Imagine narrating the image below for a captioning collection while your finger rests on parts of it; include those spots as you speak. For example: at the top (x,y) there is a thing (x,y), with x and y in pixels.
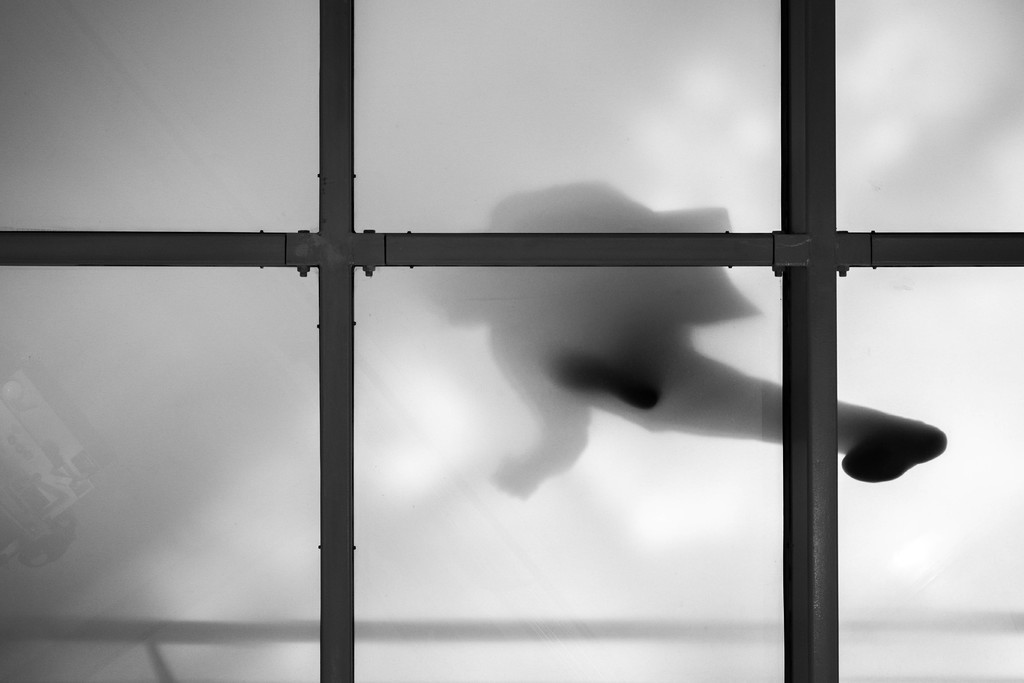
There is a glass window (427,462) having a fence (580,235). In the background (638,407), there is a person (621,227) walking on this window (535,363). And the background (948,155) is white in color.
